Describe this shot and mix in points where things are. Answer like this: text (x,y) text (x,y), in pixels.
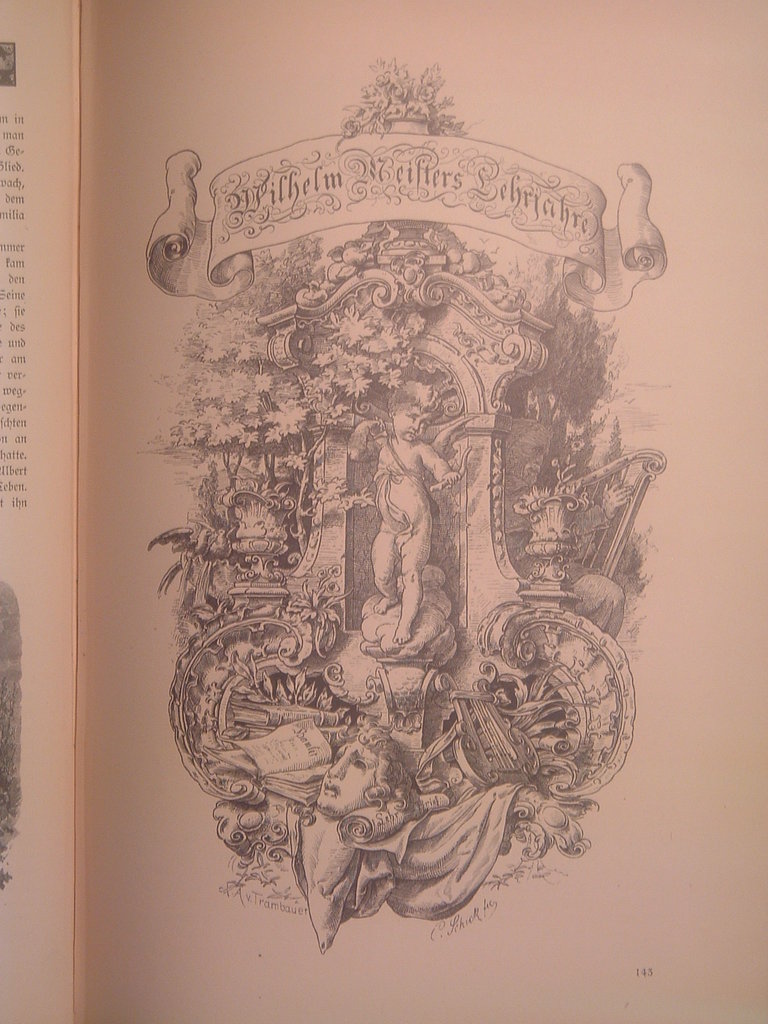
In this image we can see a picture (358,600) on the paper (424,728). On the left side of the image (5,167) there is a text (5,253) on the paper (49,397).
